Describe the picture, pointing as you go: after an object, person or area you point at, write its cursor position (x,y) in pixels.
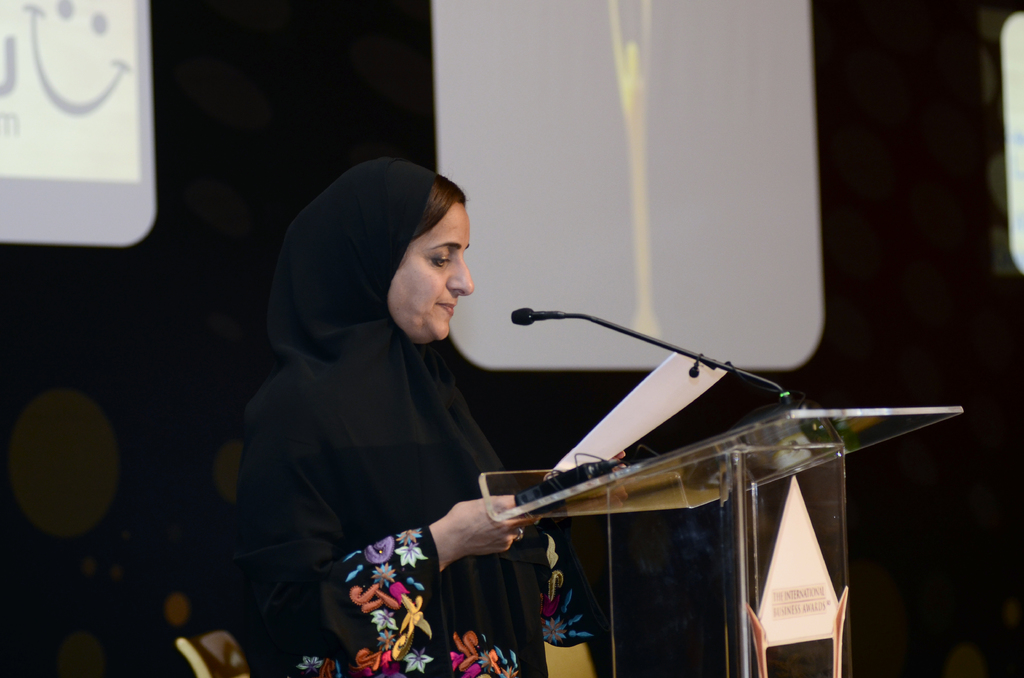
In this image there is a person (430,323) holding a paper (642,435) and standing near the podium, there is a mike (733,373), chair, and in the background (5,70) there is screen (531,15).
